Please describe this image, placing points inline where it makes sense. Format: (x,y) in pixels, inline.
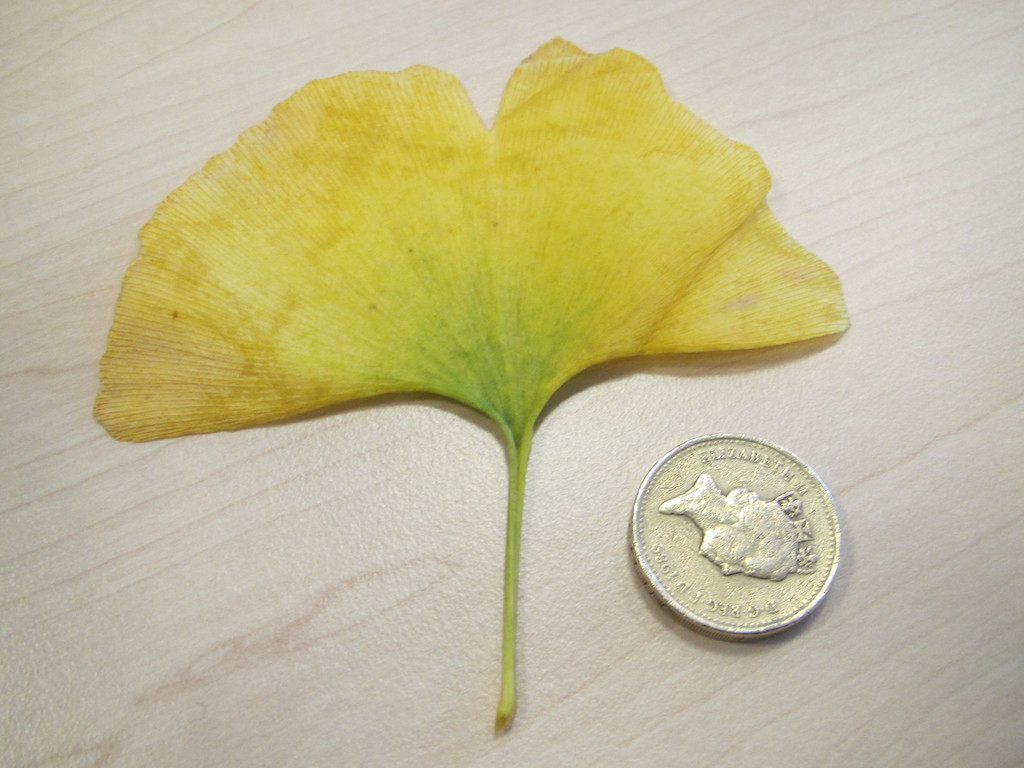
In this image there is a leaf (585,296), beside there is a coin (669,597) on the table (944,370). On the coin (788,572) there is an image (736,559) of a woman (754,522) and some text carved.
